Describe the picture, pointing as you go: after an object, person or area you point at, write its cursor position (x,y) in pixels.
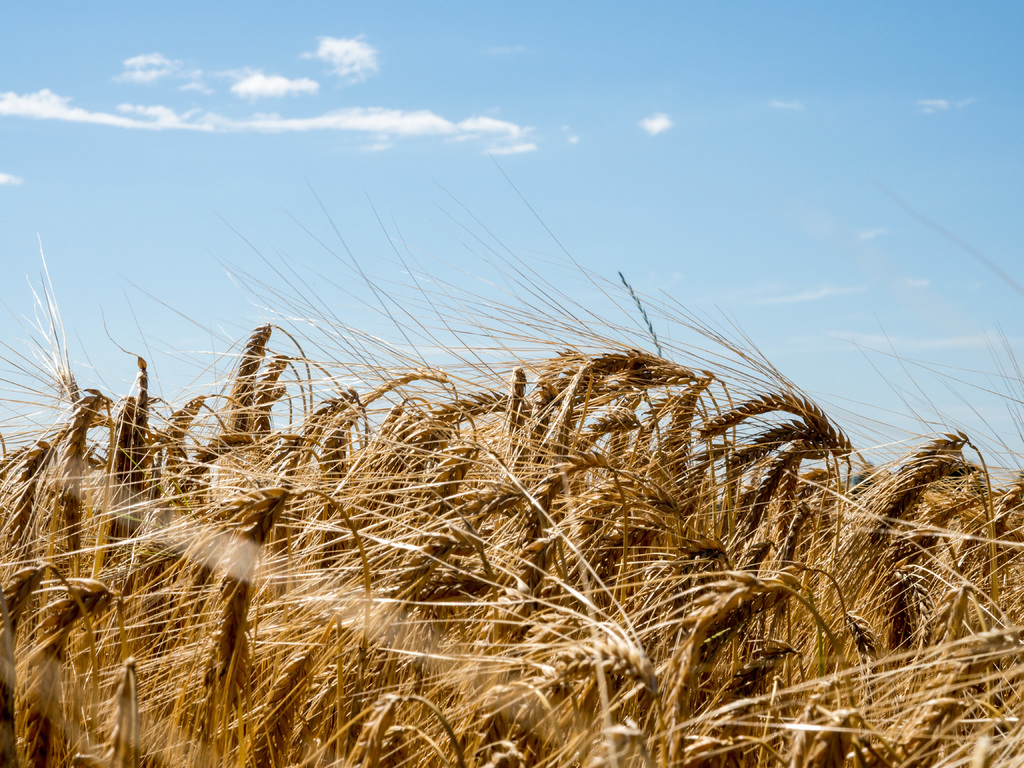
There are plants (455,605) having seeds (699,611). In the background (731,144), there are clouds (45,109) in the blue sky (651,114).
